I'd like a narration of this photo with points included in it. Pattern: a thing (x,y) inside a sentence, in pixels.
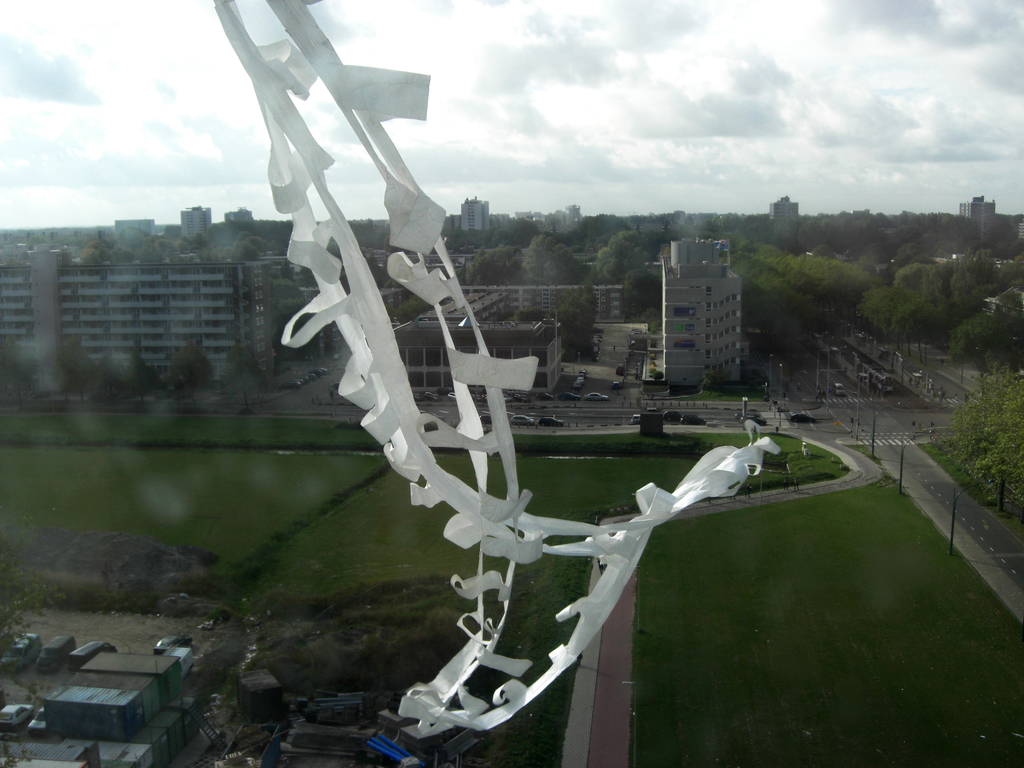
As we can see in the image there are buildings (459,342), grass (494,478) and trees (761,274). On the top (769,199) there is sky (202,131) and clouds (899,120).
